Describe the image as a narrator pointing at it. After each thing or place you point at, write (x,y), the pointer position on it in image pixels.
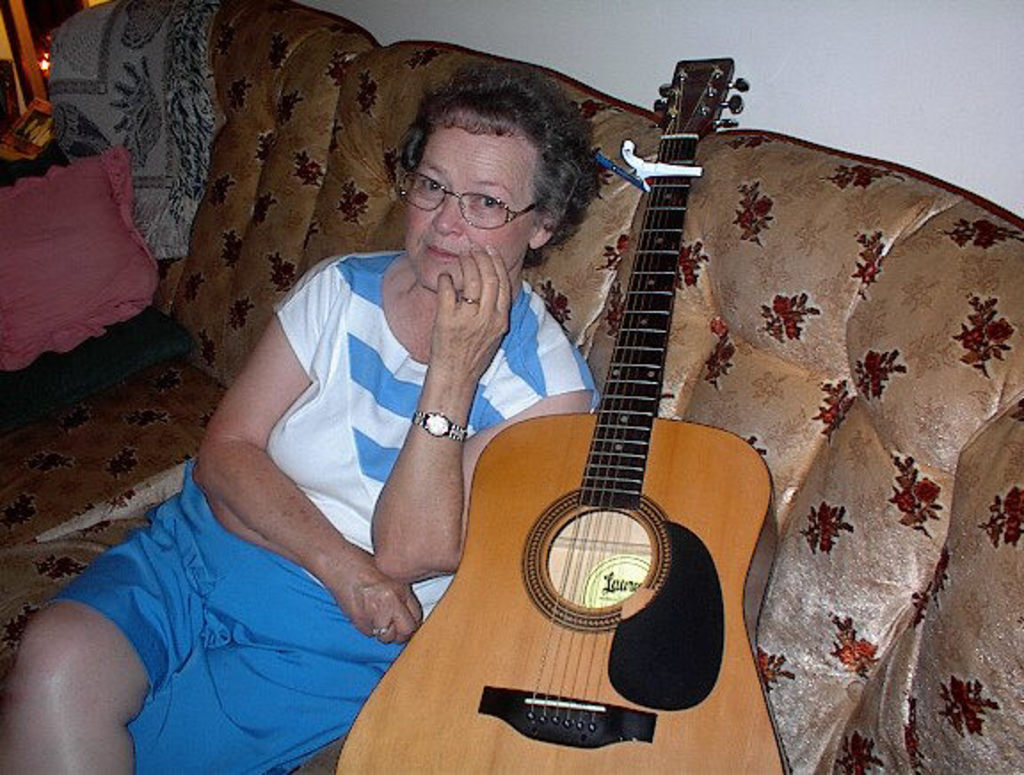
A lady (286,502) wearing a blue and a white dress (329,480) wearing watch (443,436), spectacles (451,192) is sitting on a sofa (810,304). Near to her a guitar (611,566) is also there. Behind her there is a wall (446,9).
